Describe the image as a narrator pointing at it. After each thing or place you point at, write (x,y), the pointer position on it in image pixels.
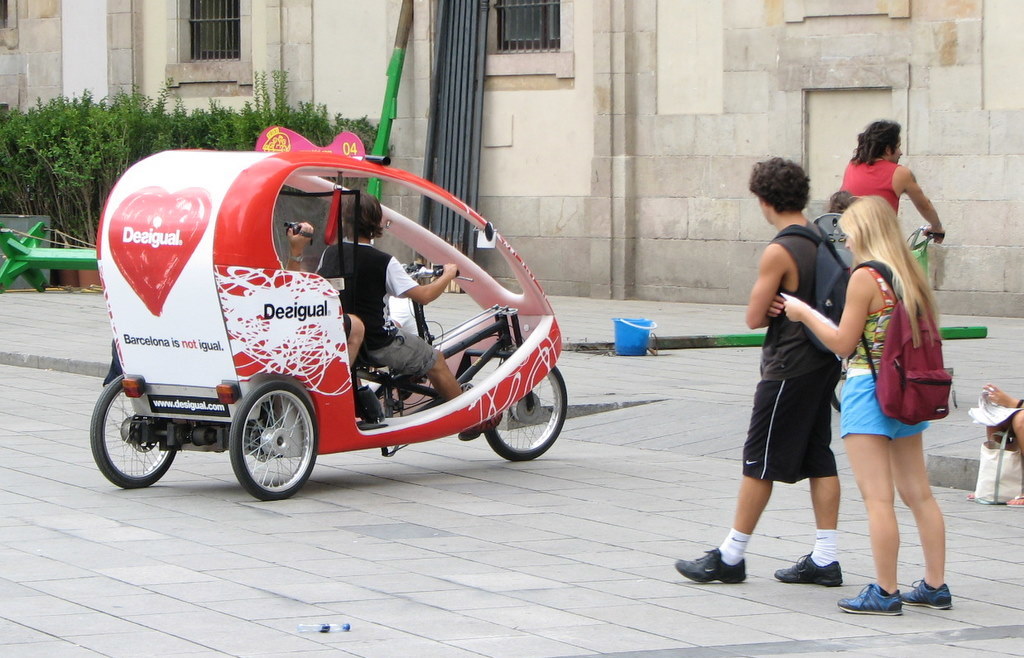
In this image we can see a vehicle (333,329). In the vehicle (322,284) two persons (348,286) are sitting. One person (298,259) is holding a camera (296,232). On the right side (784,350) two persons (819,321) are standing. They are wearing bags (893,350). Also there is another person (883,187) holding something. On the ground (646,317) there is a bucket (640,324). In the back (545,97) there is a wall (316,56) with windows (194,55). And there are plants (165,120). Also there are rods (456,120) near to the wall (421,157). And there is a basket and a person (997,437) on the right side (999,474). And there is a bottle (334,624) on the floor (305,638).
